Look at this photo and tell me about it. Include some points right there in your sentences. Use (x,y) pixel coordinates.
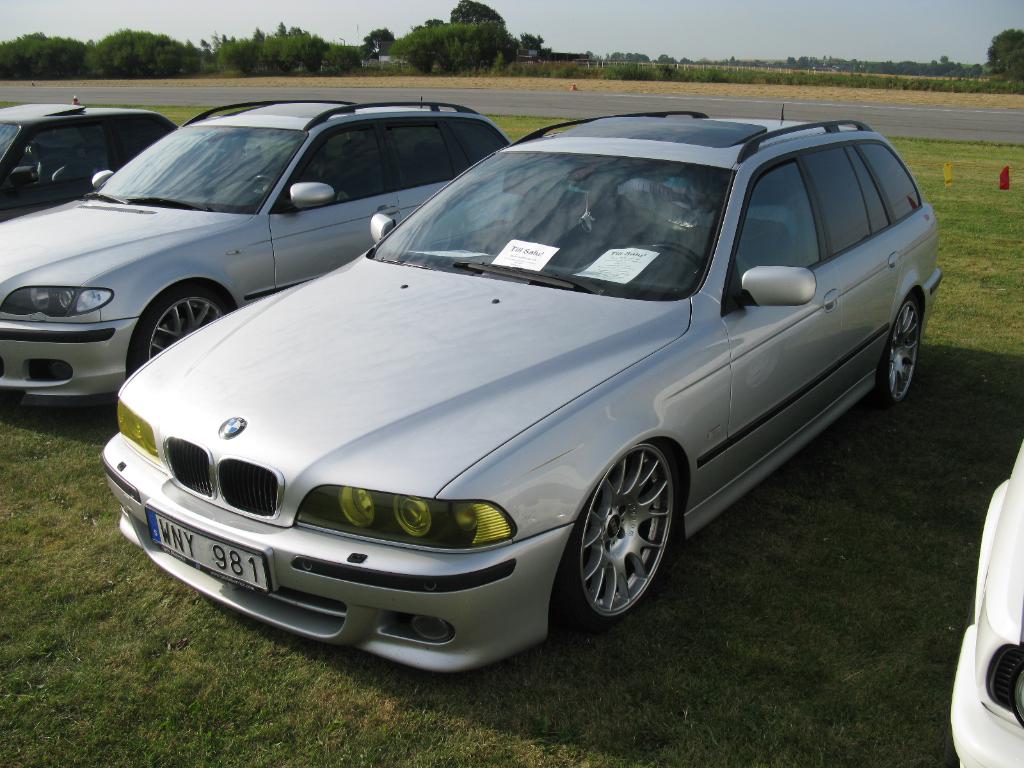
In this image we can see few vehicles (602,163) and behind there is a road (995,116) and we can see some trees (466,23) and grass (946,96) on the ground (827,502) and in the background (877,12), we can see the sky (207,31).
